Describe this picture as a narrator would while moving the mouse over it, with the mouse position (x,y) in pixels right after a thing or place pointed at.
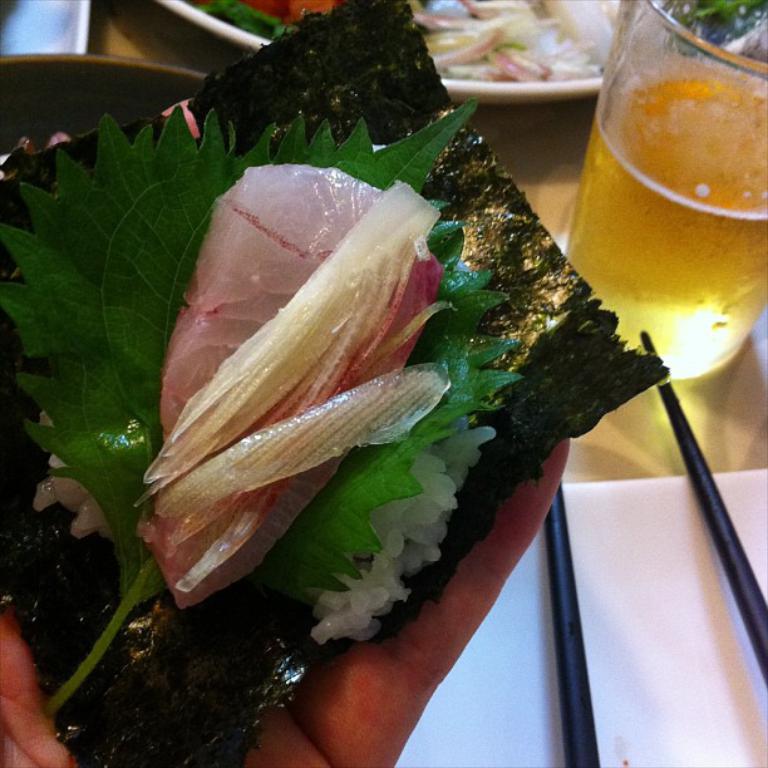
In this image I can see the person (410,664) holding the food (330,577) and the food (329,564) is in white color. In the background (675,333) I can see the glass (712,235) and few objects (716,610) on the table (635,450).
